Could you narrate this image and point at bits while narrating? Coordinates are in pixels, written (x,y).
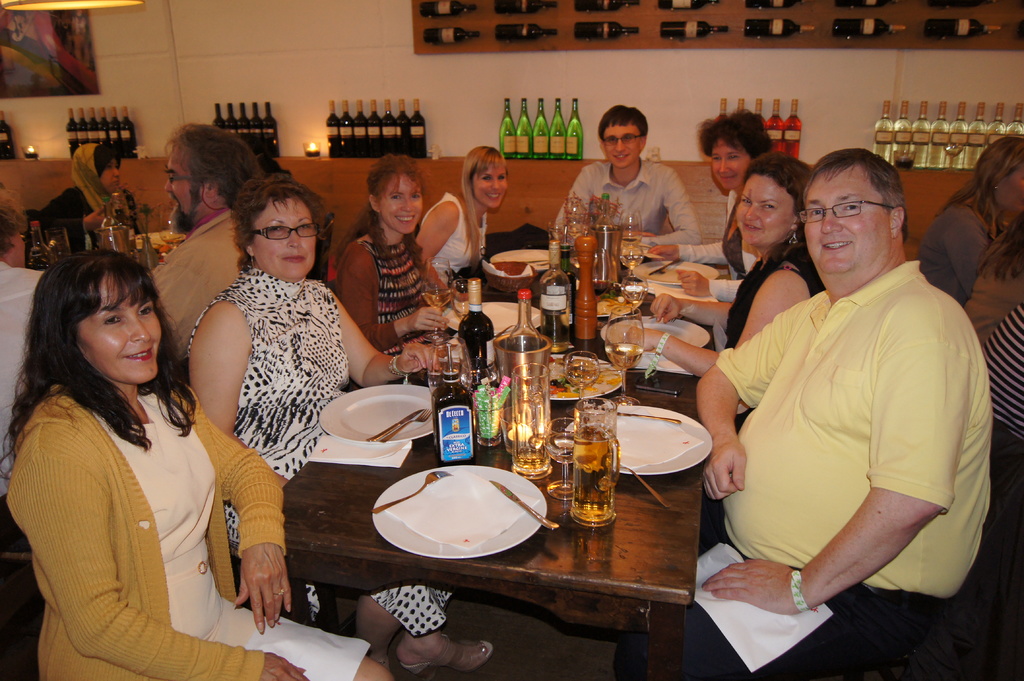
in the image we can see group of persons (377,213) were sitting on chair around the table (532,557). On table (696,497) we can see bottle (442,401), plate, spoon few more objects (527,442). And coming to back we can see wall (352,76), wine bottles (977,119), photo frame (72,56) and etc.
